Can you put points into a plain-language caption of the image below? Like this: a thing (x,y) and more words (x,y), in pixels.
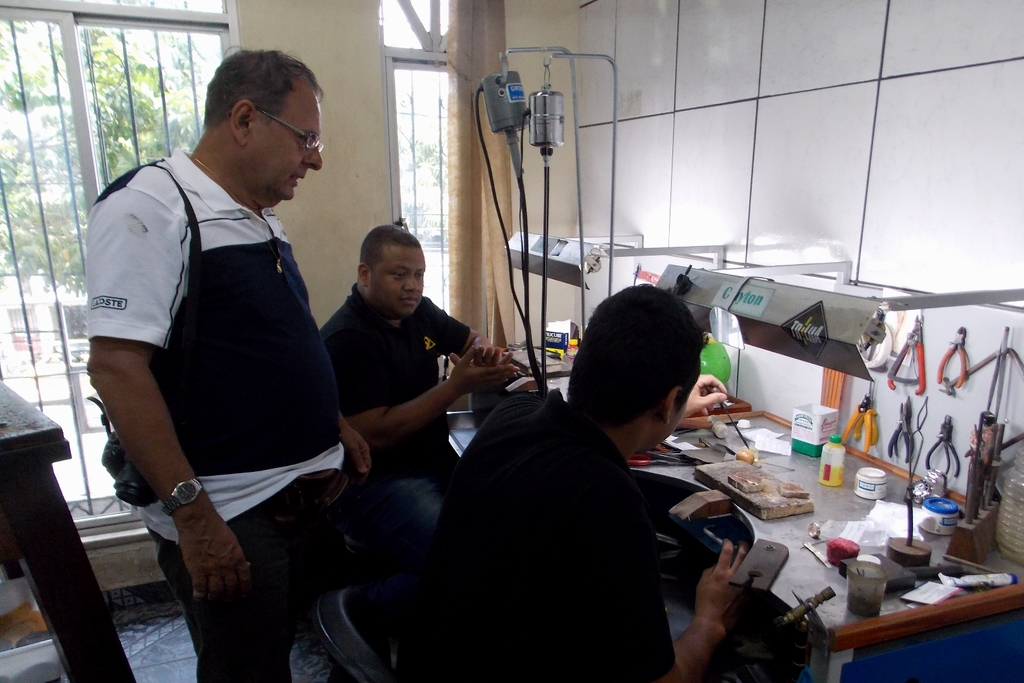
This image consists of three men (276,374) in a room (529,520). To the right (895,479), there is a table (884,464) along with the lights (743,307). And there are many tools (907,466). In the background (401,29), there are windows (186,4) along with the wall (636,177).
